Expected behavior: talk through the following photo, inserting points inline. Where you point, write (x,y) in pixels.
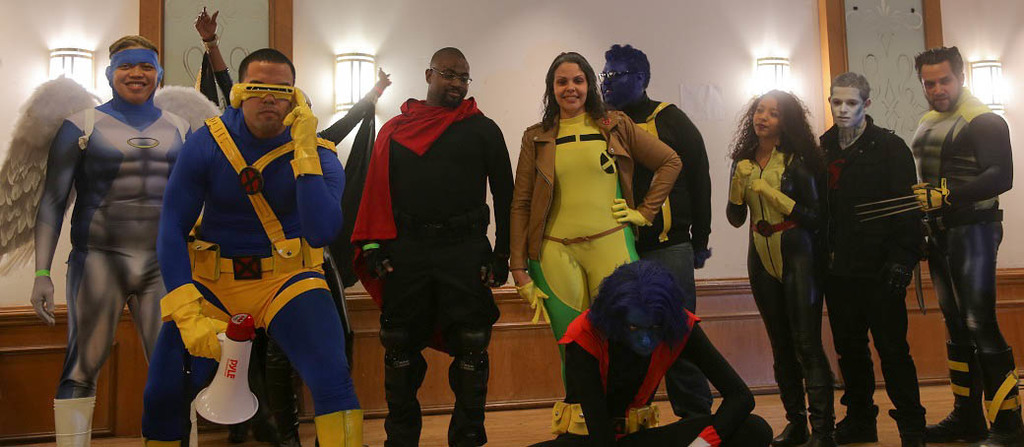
In this image we can see the people (683,199) in the different costumes (412,185). And we can see the lights (86,55) and the wall (737,118).
